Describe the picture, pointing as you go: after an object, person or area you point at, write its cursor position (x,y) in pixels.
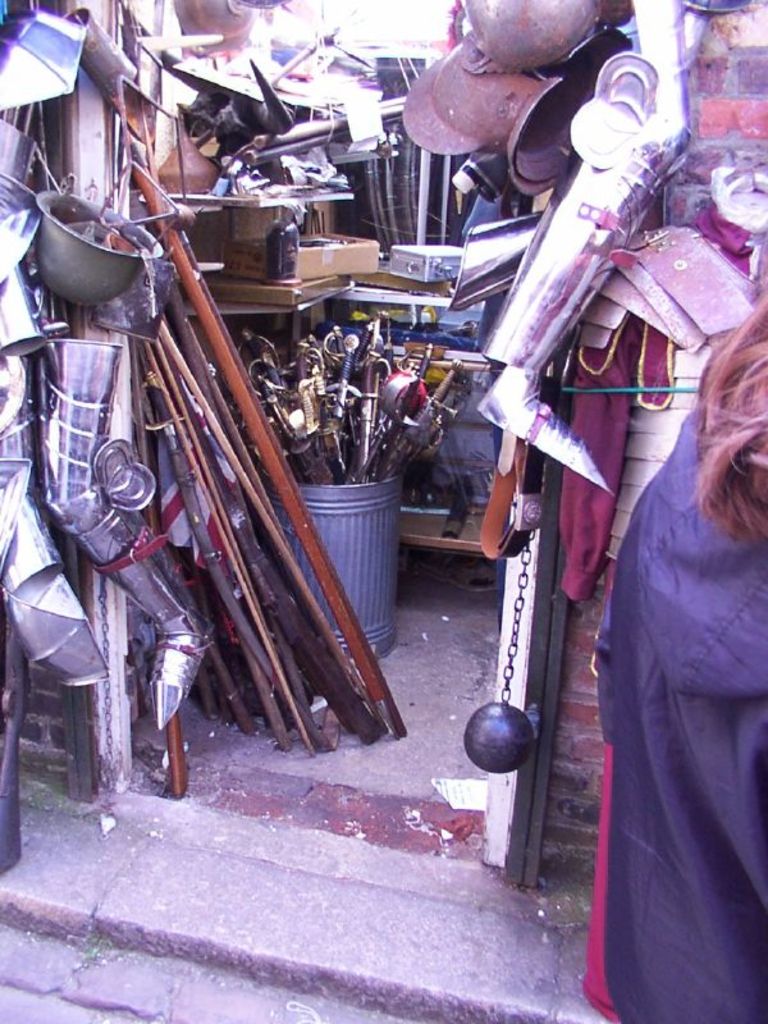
In this image, we can see a person (685,855) and in the background (703,79), there is a wall (697,86) and we can see some utensils (96,364), rods (210,319), chains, knives (317,410), containers (321,507), belts (495,541), clothes (631,358), a ball (498,728) and we can see many objects (333,493). At the bottom (220,899), there is a floor (185,899).
